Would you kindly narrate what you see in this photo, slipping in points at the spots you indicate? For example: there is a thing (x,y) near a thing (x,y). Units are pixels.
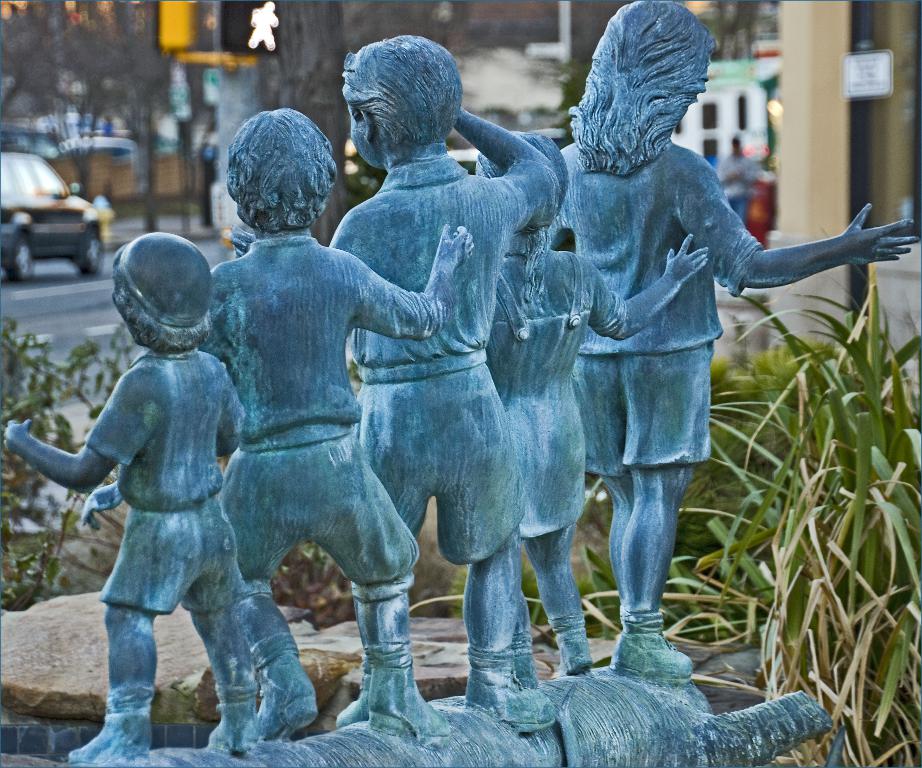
In this picture we can see a statue (485,703), stones (354,647), plants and in the background (99,164) we can see a person (750,173), trees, car (67,231) on the road (32,332), some objects (104,221) and it is blurry.
